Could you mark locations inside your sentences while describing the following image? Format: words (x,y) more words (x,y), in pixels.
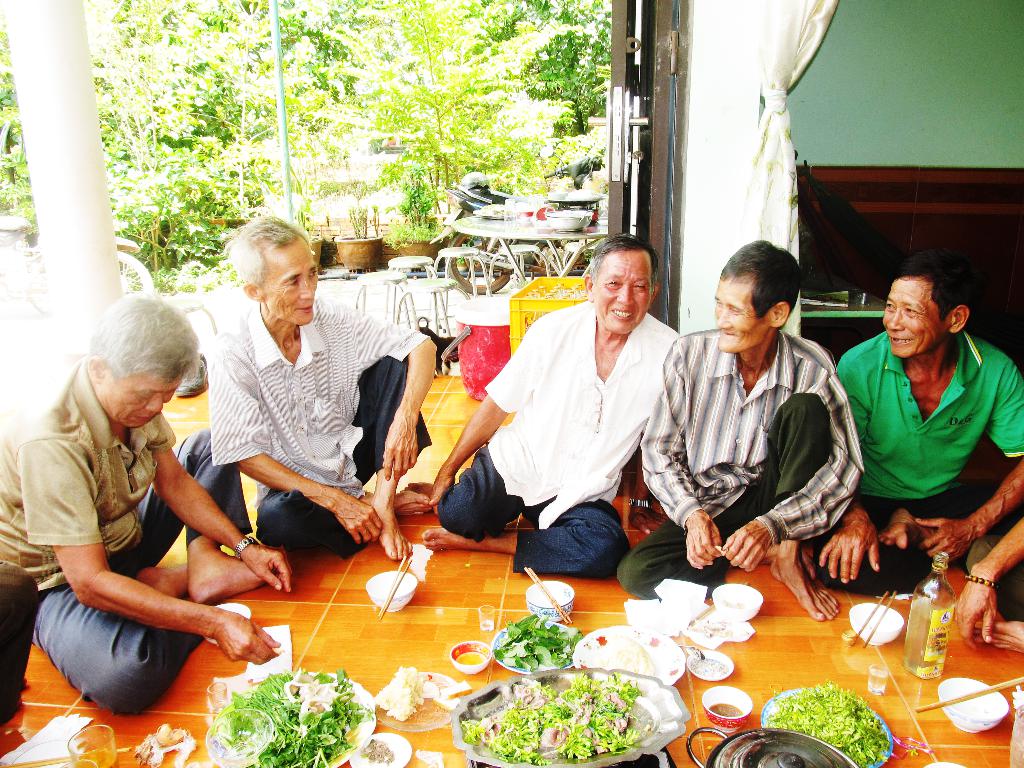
In the image there are few old men (449,461) sitting on floor (327,579) with bowls (972,683), salad (840,728), glasses (876,670), chopsticks (984,691), wine bottle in front of them, in the back (533,220) there is bike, table (493,230) and chairs (381,289) followed by trees (221,98) in the background (501,145).
